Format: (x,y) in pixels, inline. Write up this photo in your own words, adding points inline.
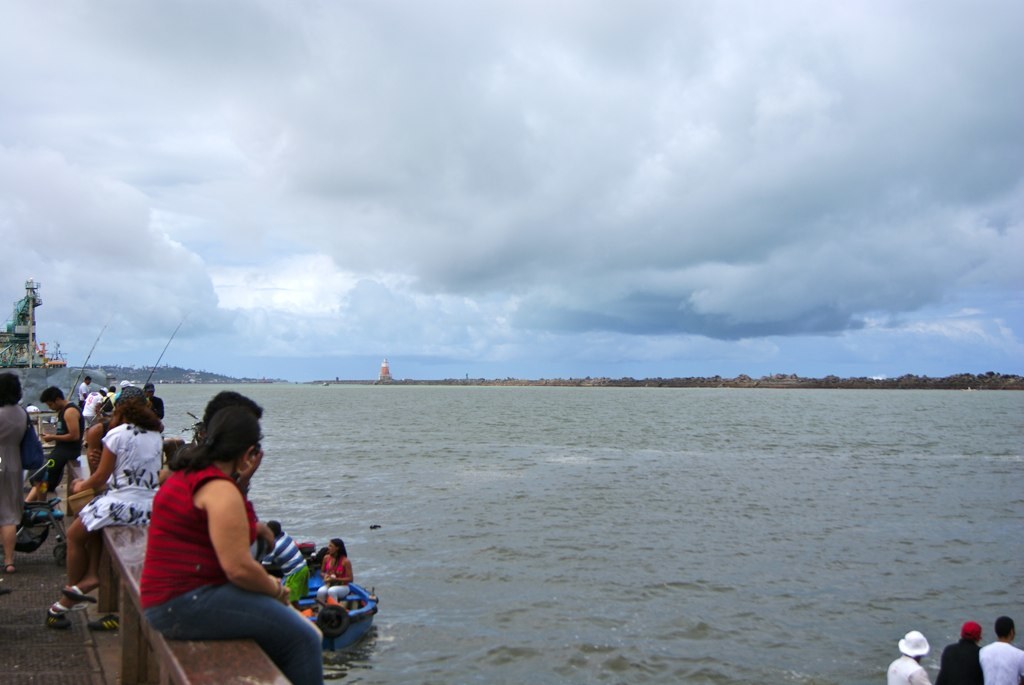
In the picture I can see these people (167,516) are sitting on the wall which is on the left side of the image (310,646), I can see people (349,569) sitting in the boats (311,595) are floating on the water (624,538), we can see hills (135,368) and the cloudy sky (497,261) in the background (502,302).
